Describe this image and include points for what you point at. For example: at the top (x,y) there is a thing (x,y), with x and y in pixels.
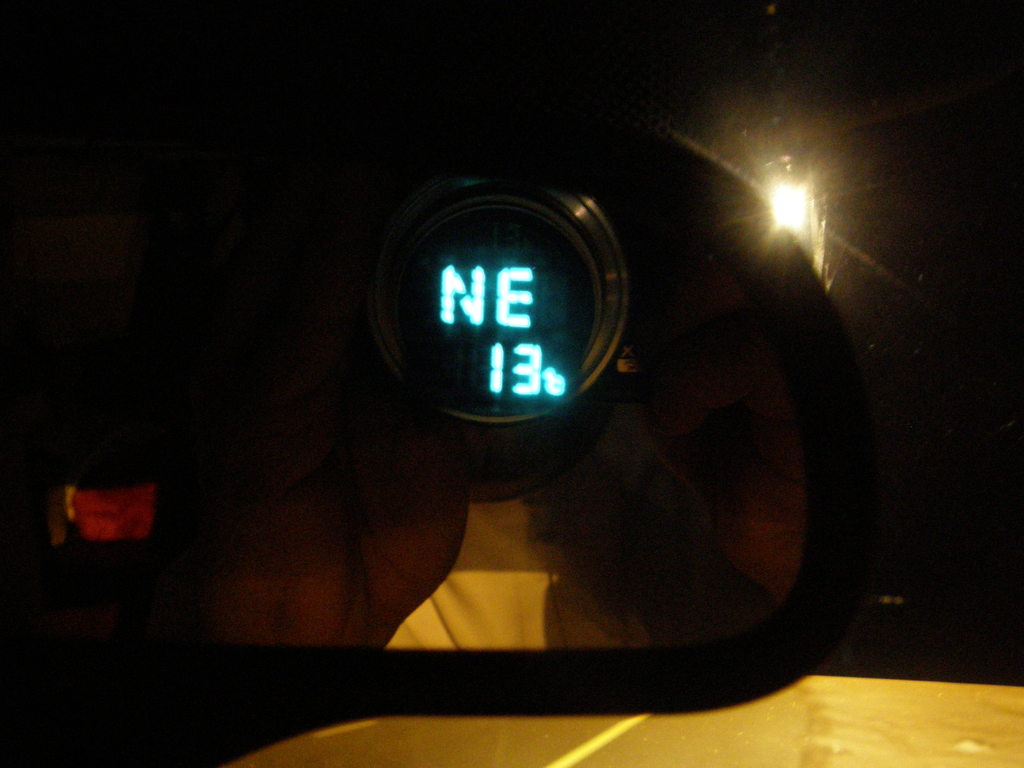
Here in this picture we can see a mirror (619,527) of a vehicle (551,471) and in that we can see some digital text (498,387) present and behind that we can see a lamp post (788,199) present on the ground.
